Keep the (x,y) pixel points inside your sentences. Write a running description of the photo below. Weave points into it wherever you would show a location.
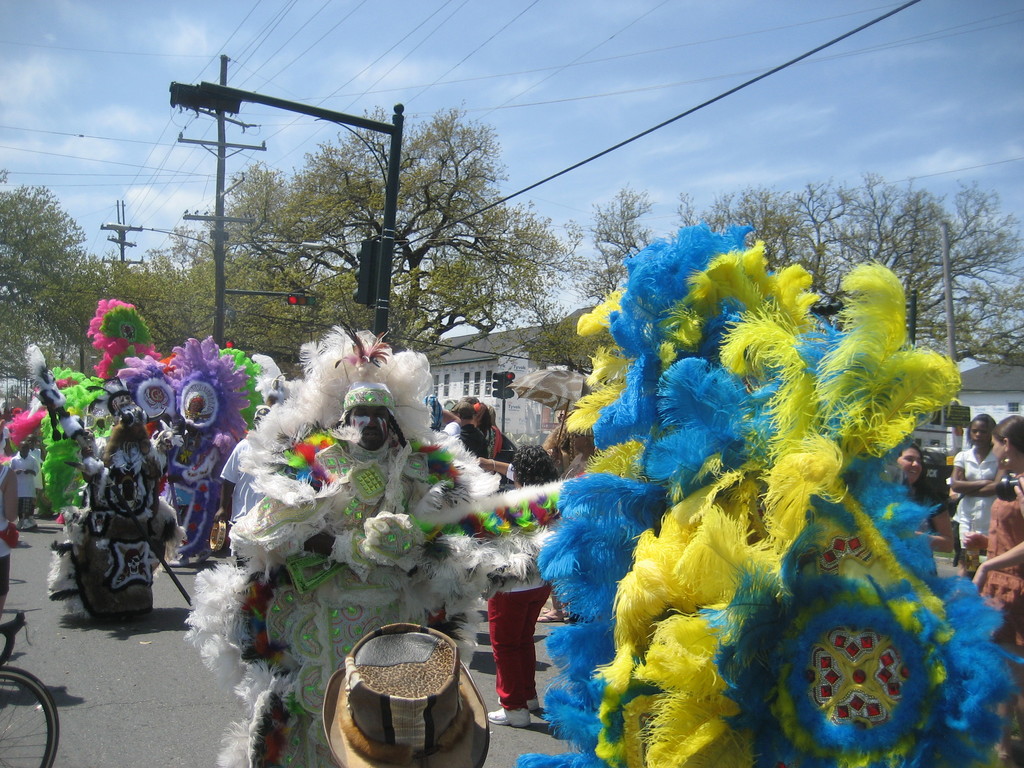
In this image we can see people (302,499) are walking on the road (149,707) and they are wearing different colorful dresses (588,520). Behind them trees (447,253), buildings (483,369), signal pole (389,271), electricity pole (218,255) and wires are present. The sky (794,88) is covered with clouds (51,83).
